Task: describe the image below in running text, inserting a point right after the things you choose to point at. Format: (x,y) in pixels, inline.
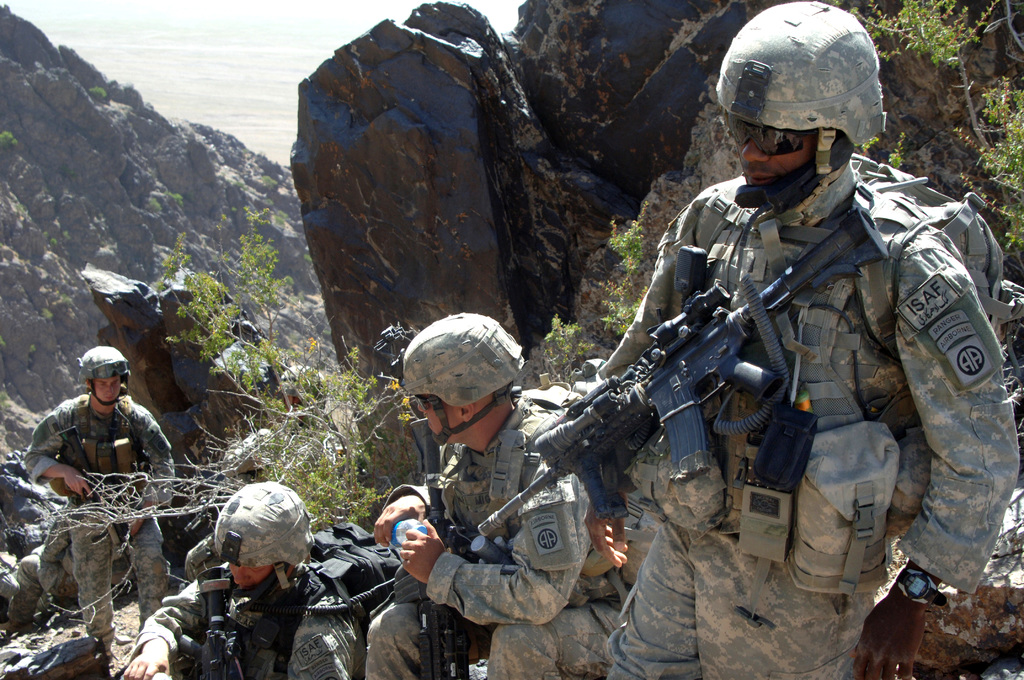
In this image there are a few soldiers (512,627) in between the rocks (424,132) and holding weapons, water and few plants (350,396).
